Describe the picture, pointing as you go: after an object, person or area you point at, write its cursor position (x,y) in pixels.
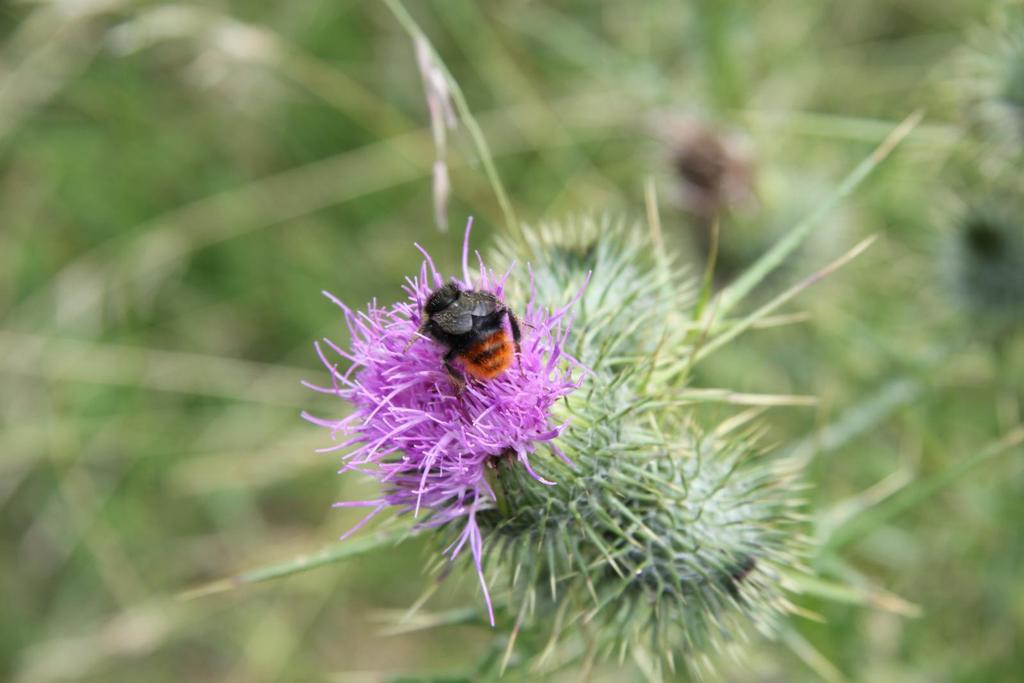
In the center of this picture (478,355) we can see a bumblebee (492,336) on an object (451,426) seems to be the flower (417,419) and we can see some other objects (647,479) which seems to be the flowers (676,403). In the background (751,30) we can see some other objects (265,291).
